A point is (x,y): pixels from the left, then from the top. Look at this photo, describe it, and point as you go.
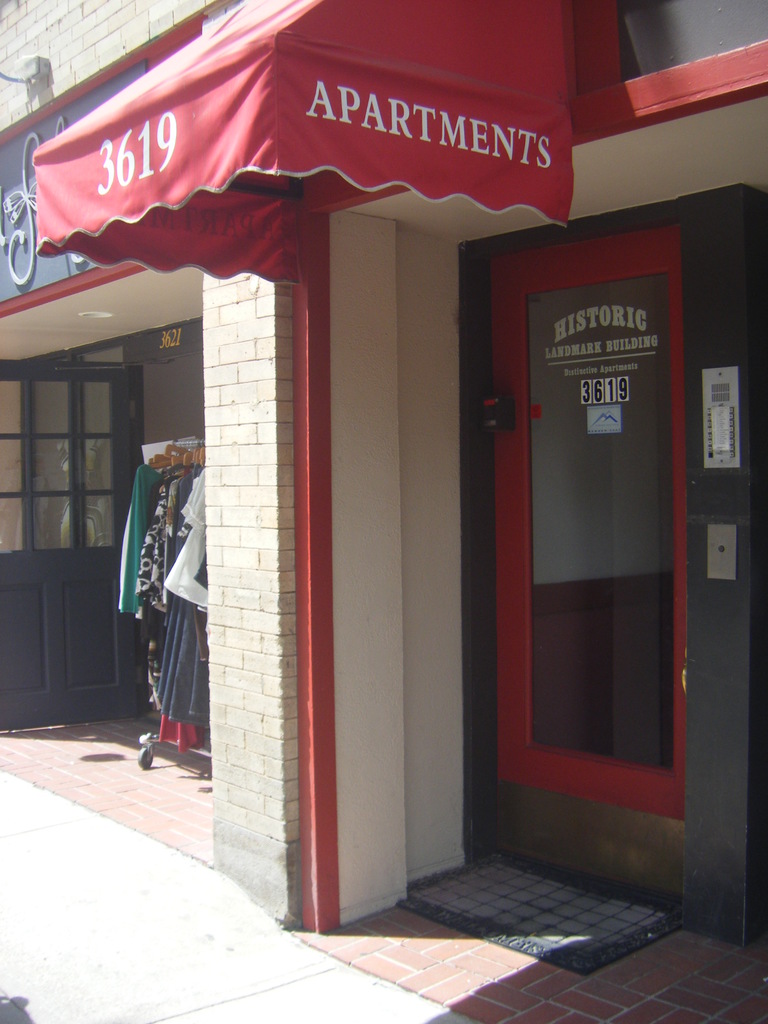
In this image we can see a store (286,207) with some text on it and we can also see a door (31,531), clothes (188,601) and a mat (609,923).
